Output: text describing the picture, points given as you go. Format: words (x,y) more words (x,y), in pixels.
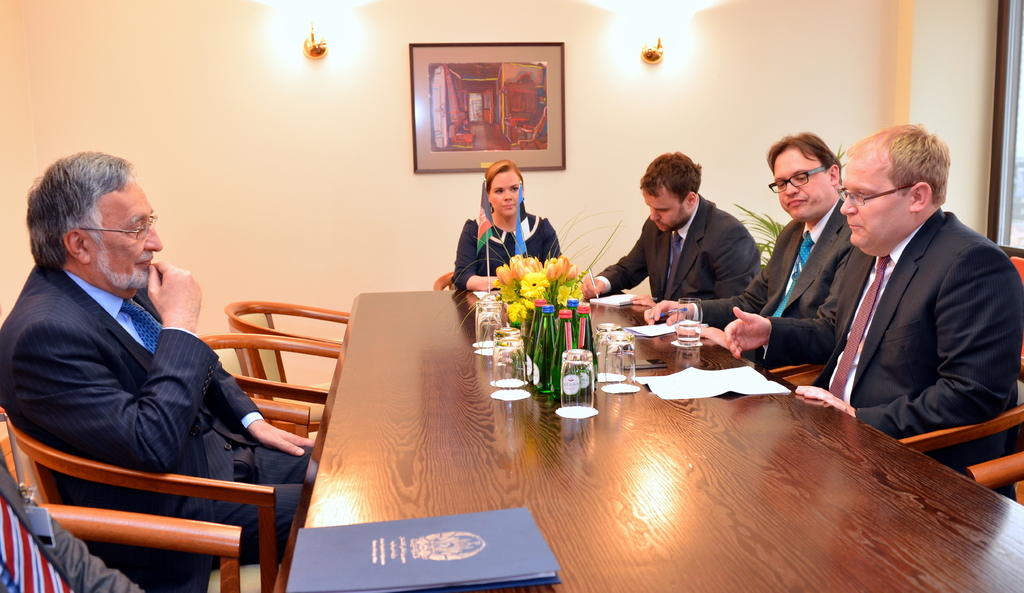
It is a conference room (161,542), there are five people (474,241) around the table (447,357), they are sitting, on the table (613,401) there are water bottles (541,318), glasses (501,329), flowers (527,318), papers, a mobile phone (654,361) and a book (350,528). A woman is sitting straight to table (369,378), behind her to the wall (493,41) there is a photo frame (556,58) in the background (654,33) there is a cream color wall (215,75) and two lights (652,46).
